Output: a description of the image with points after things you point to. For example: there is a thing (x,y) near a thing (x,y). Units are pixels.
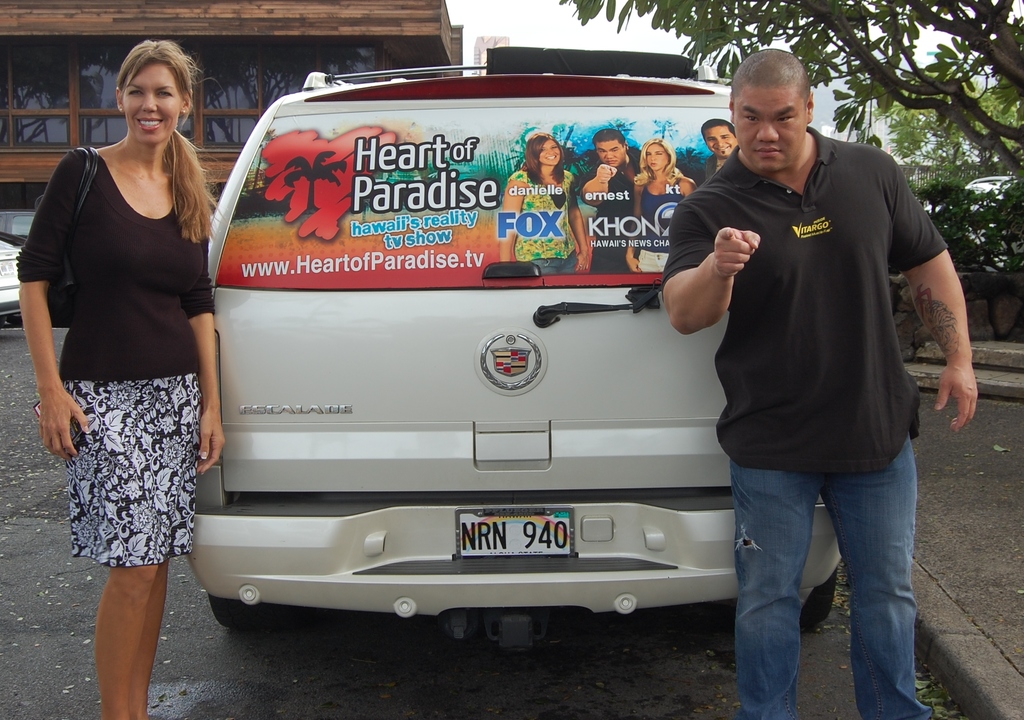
In the picture we can see a man (797,101) and a woman (102,533) are standing behind the car (374,270) on the each corner and woman (97,212) is in black top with a hand bag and she is smiling and man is in black T-shirt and showing his hand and finger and in the background (187,40) we can see a wooden house (69,62) with glasses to it and near to it we can see some vehicles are parked and besides we can see some plants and trees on the path (979,435).
